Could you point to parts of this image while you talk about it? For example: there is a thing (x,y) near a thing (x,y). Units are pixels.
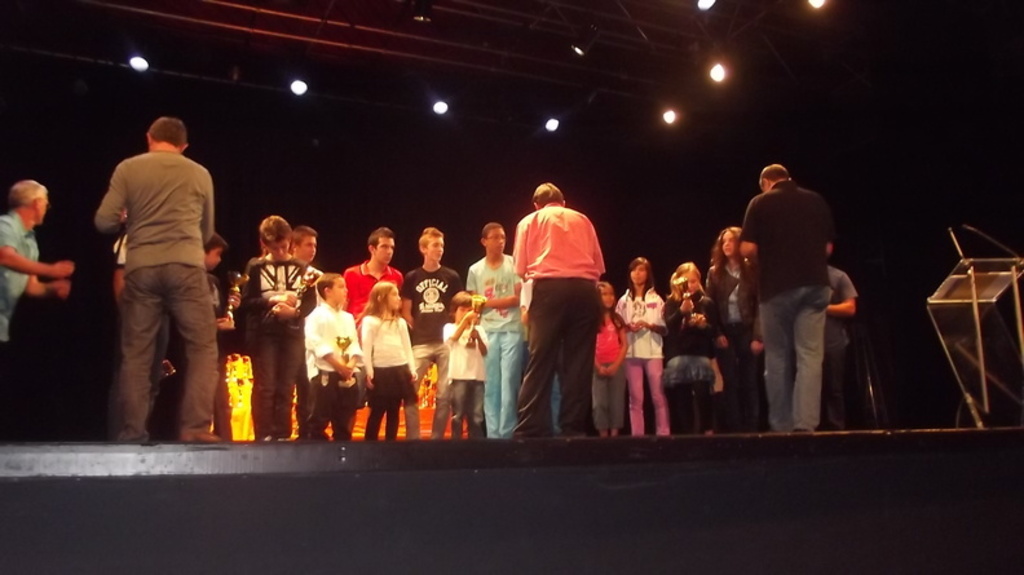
In this image we can see people (344,370) standing. On the right (1022,394) there is a podium (1022,394). In the background (626,123) there are lights (668,114) and curtains (322,149).
